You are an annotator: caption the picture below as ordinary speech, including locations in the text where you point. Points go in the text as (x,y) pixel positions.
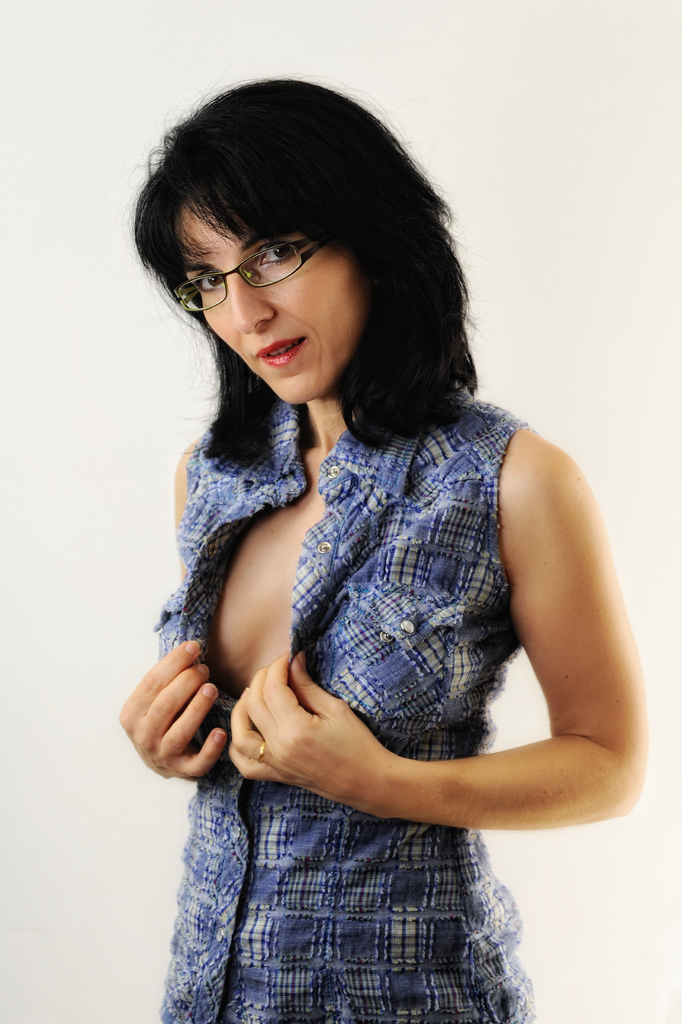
In this image a woman (292,420) is standing and she is with a short hair (390,368). She has worn a shirt (390,680) and spectacles (262,261).
